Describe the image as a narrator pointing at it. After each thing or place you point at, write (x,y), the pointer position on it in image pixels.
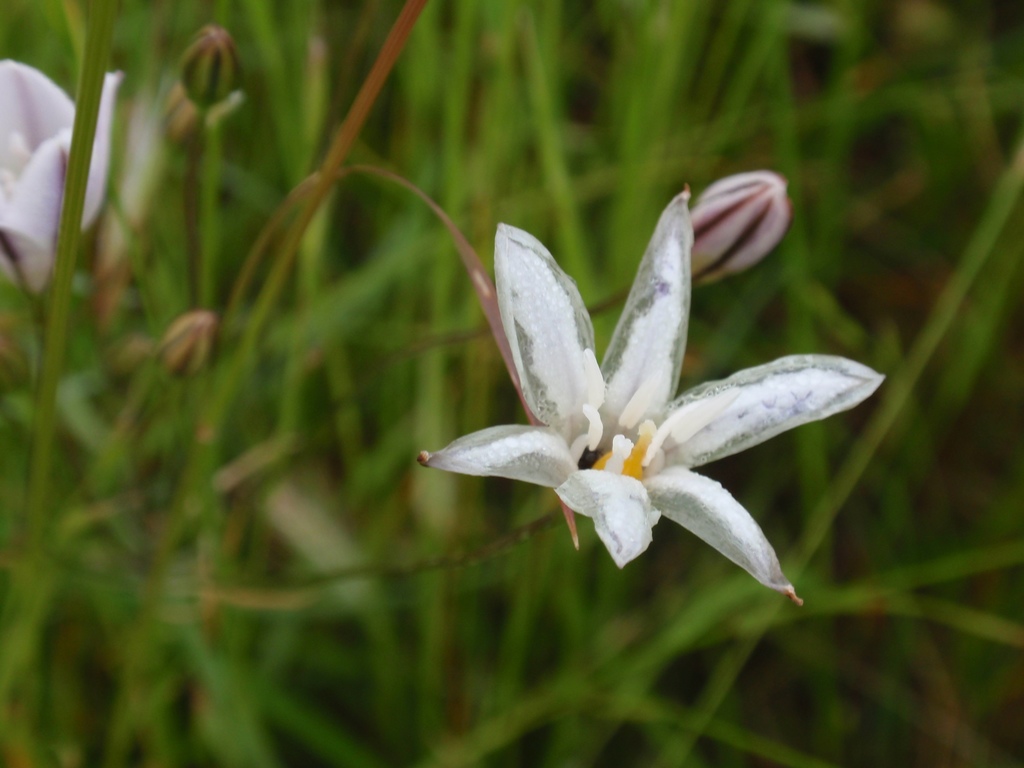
In this image I can see there are flowers (728,451), buds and plants (389,405).
